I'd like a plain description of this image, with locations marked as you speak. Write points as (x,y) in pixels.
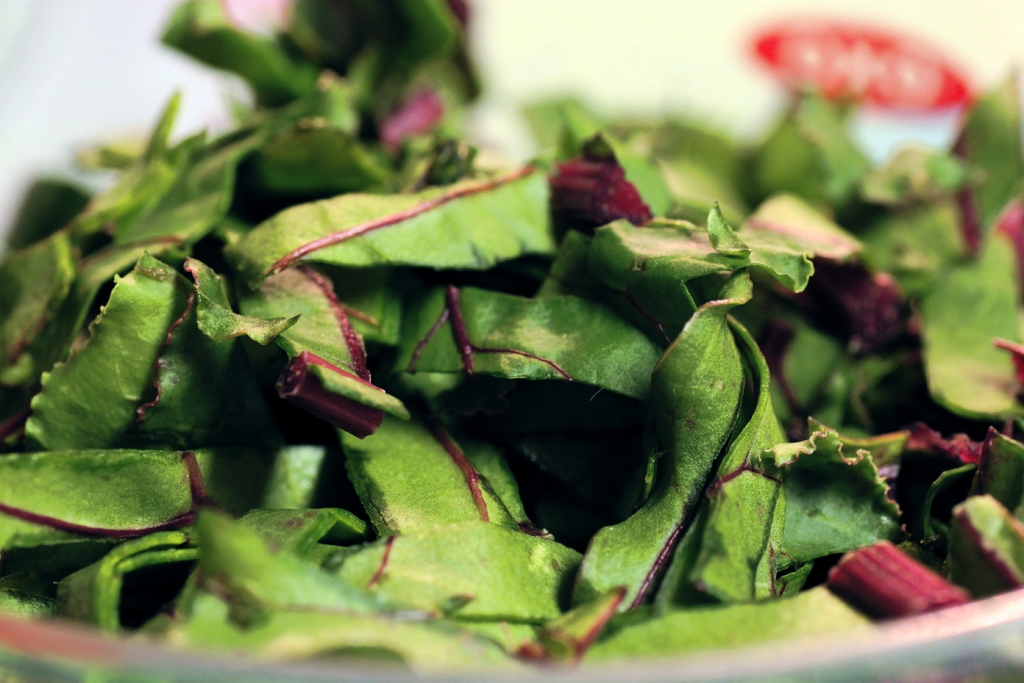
In this picture we can see leaves (721,417) and there is a blur background (935,58).
